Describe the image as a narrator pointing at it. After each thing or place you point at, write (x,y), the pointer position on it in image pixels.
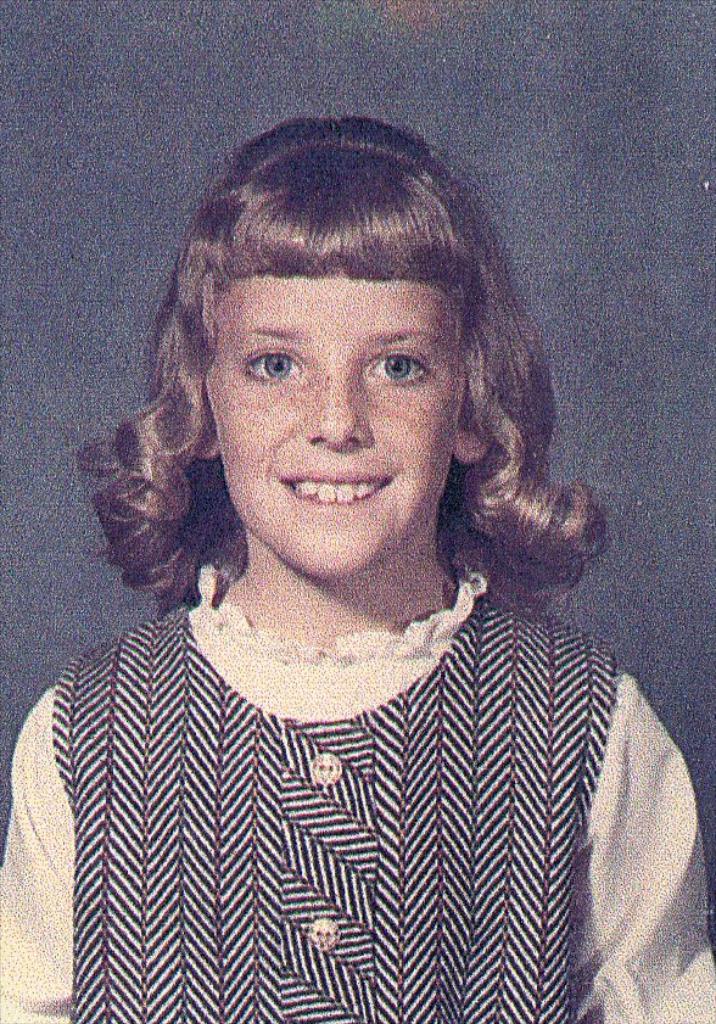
In this image there's a picture of a girl (340,505) with a smile on her face (389,476).
